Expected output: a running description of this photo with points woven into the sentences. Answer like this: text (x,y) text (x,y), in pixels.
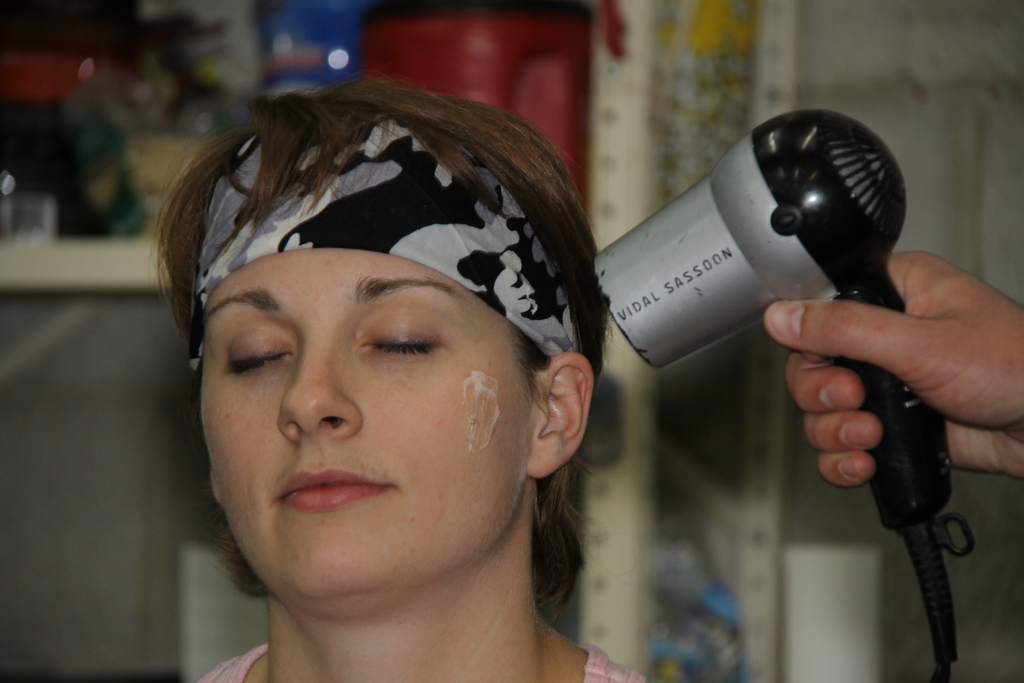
On the left side (332,302), there is a woman (447,628) in a pink color dress (228,677) having cloth (287,214) tied on her head (263,217) and both eyes (395,346) closed. On the right side (928,576), there is a person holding a hair dryer (865,195) with one hand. And the background (67,537) is blurred.
